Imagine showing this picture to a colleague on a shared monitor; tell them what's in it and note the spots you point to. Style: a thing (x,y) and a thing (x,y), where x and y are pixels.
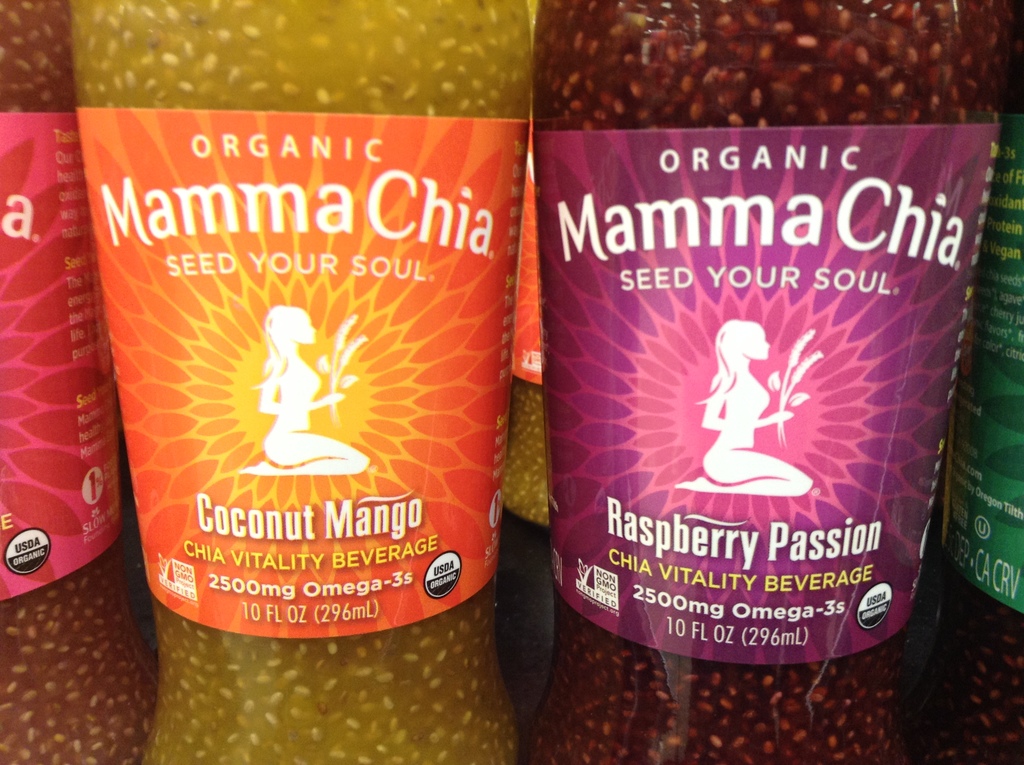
In this image we can see some bottles (524,390) which are in different colors and there are some stickers (440,278) attached to it.
